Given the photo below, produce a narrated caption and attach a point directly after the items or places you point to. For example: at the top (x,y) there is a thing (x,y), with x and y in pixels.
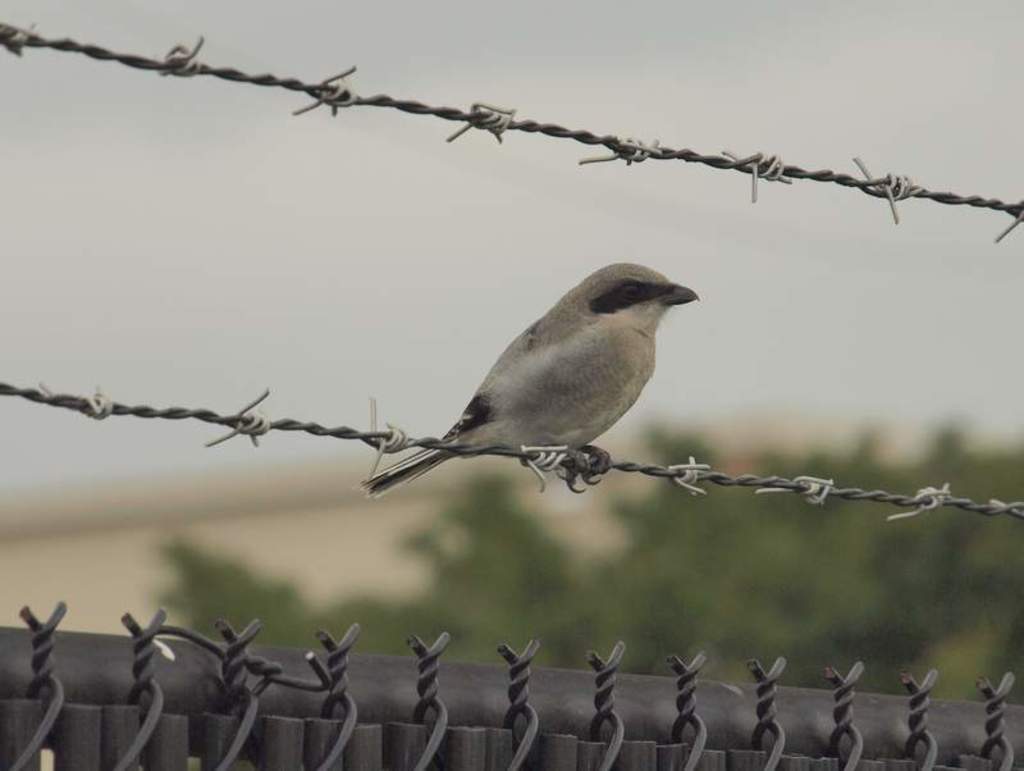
There is a bird (549,353) sitting on a wire fencing (253,416). In the background (350,218) it is blurred.
